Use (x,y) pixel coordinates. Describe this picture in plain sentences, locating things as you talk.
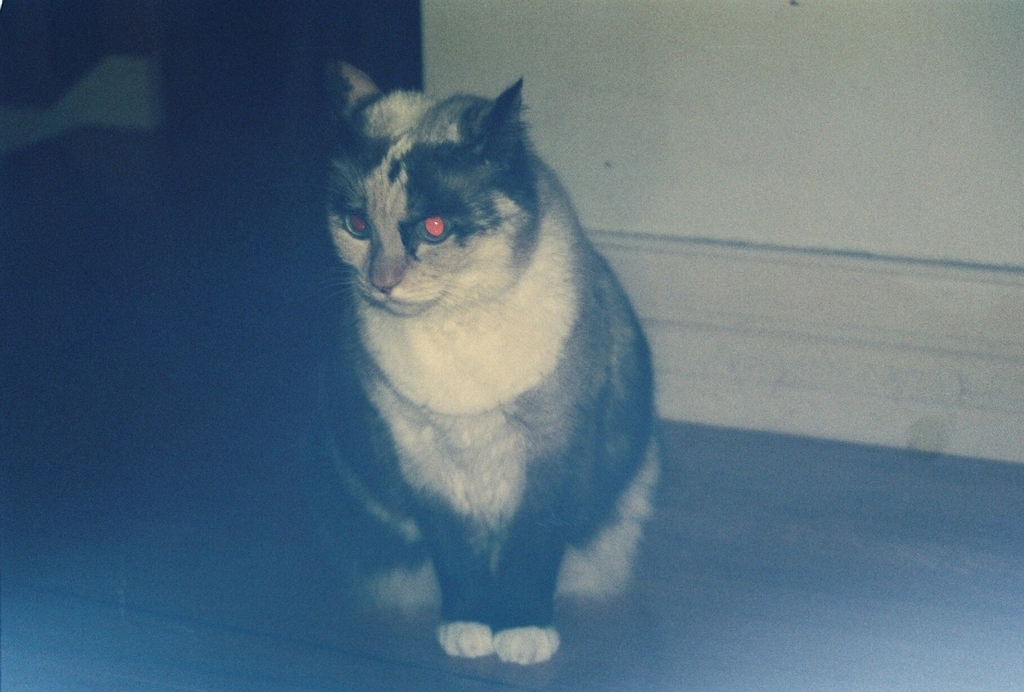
In this image we can see a cat (558,203) on the floor (933,614), at back (878,47) here is the wall (739,109).
